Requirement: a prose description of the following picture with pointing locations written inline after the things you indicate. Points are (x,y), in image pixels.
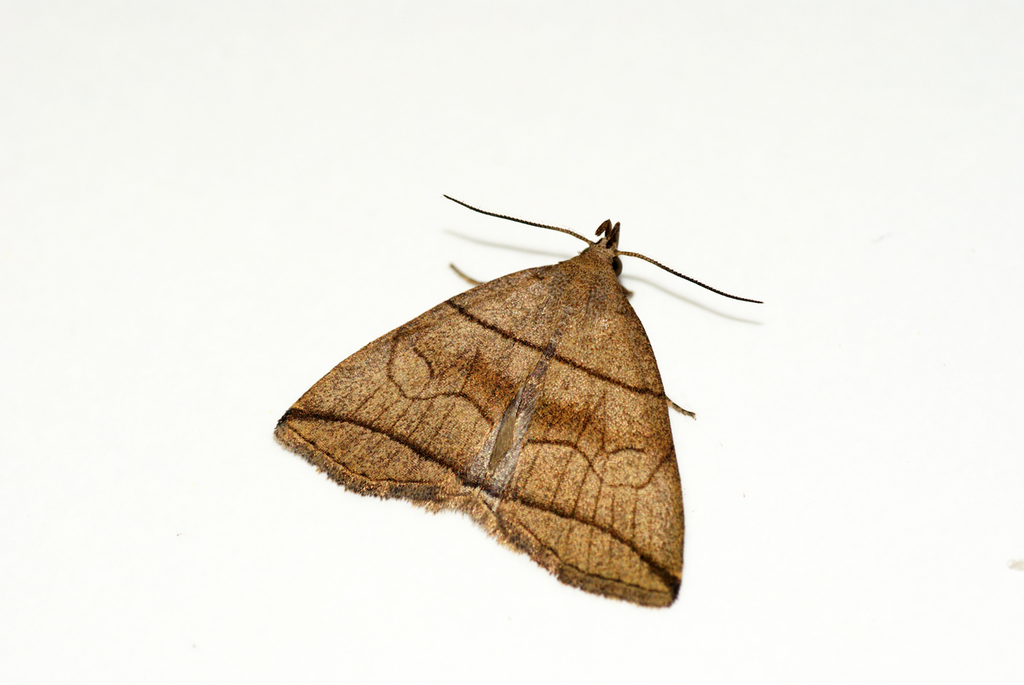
In the picture I can see an insect (527,376) on a white color surface (692,337).
